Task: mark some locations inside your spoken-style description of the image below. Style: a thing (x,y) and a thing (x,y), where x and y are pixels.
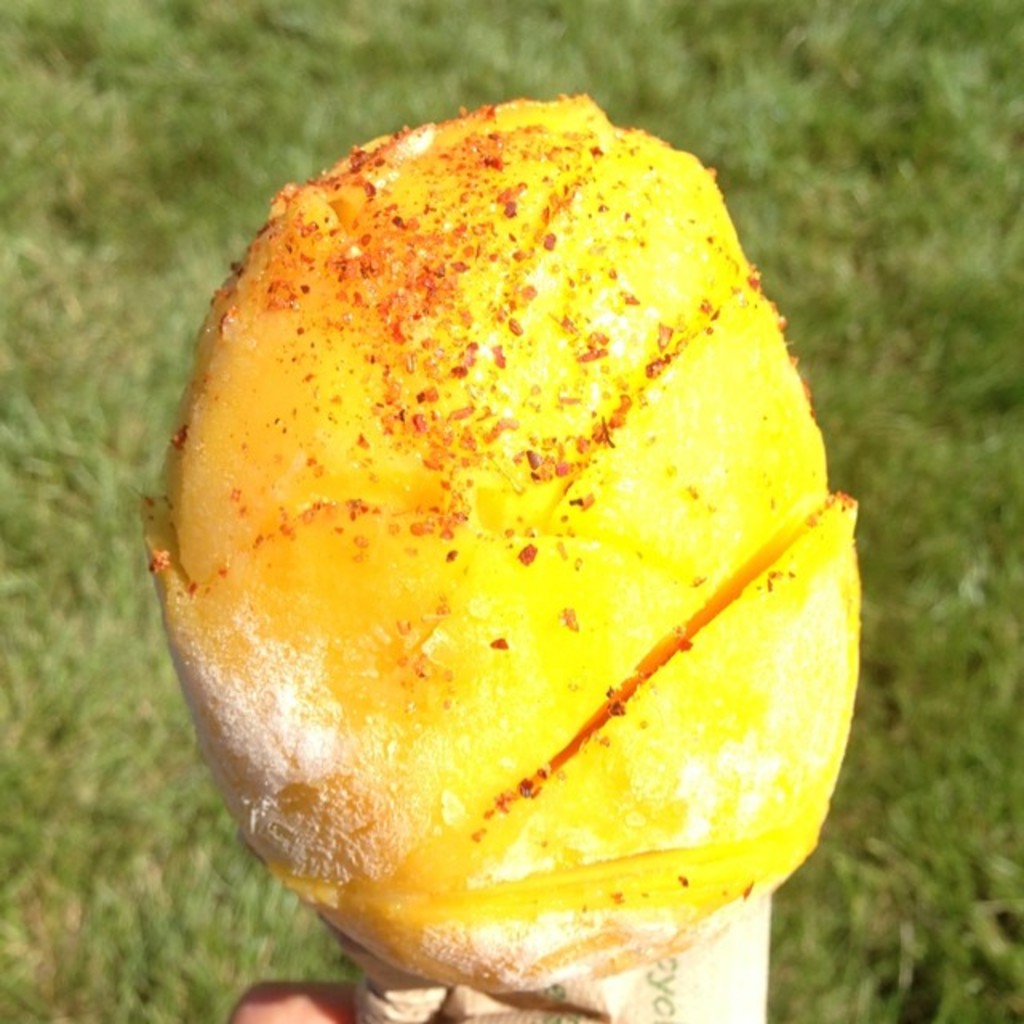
This picture shows a food item (759,623) and we see a human hand (343,1022) holding it and we see grass (129,488) on the ground (536,81).
